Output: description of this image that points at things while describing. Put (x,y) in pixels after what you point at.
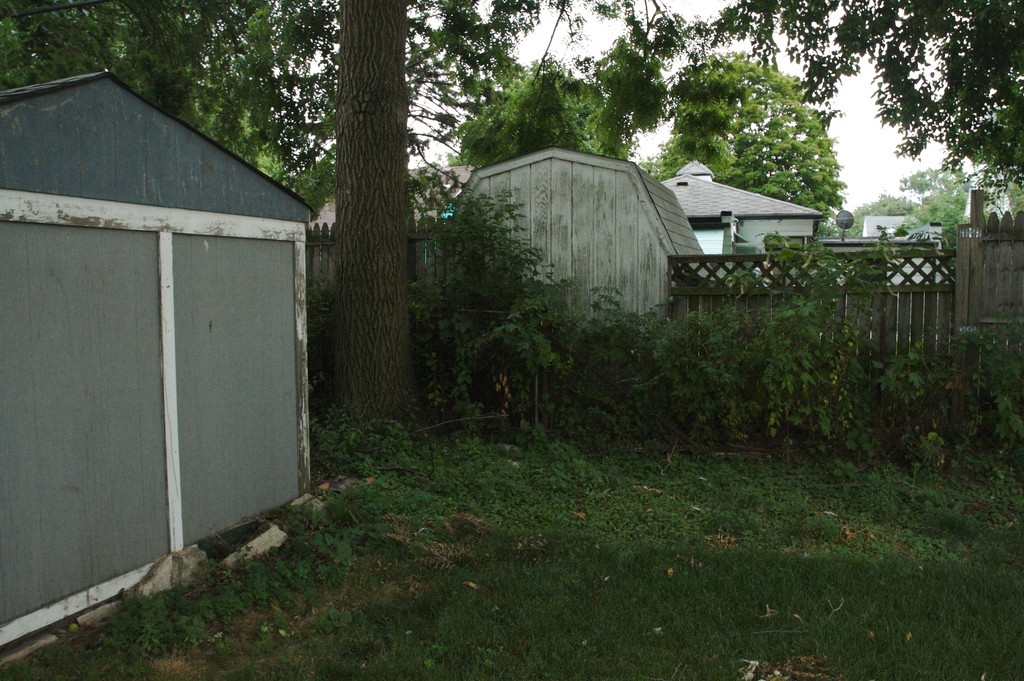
In this image we can see buildings (793,231), shed (303,305), wooden walls (594,234), plants (634,329), trees (798,151), antenna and sky (851,117).
